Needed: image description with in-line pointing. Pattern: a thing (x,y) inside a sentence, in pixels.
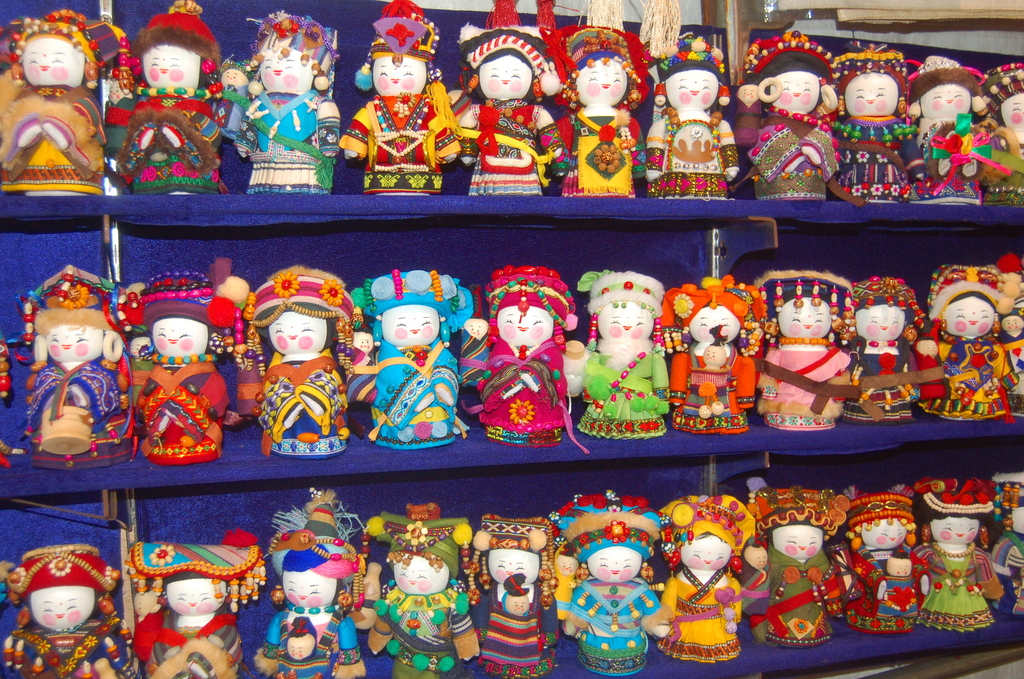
Here in this picture we can see number of dolls (618,133) present in racks (246,524).
